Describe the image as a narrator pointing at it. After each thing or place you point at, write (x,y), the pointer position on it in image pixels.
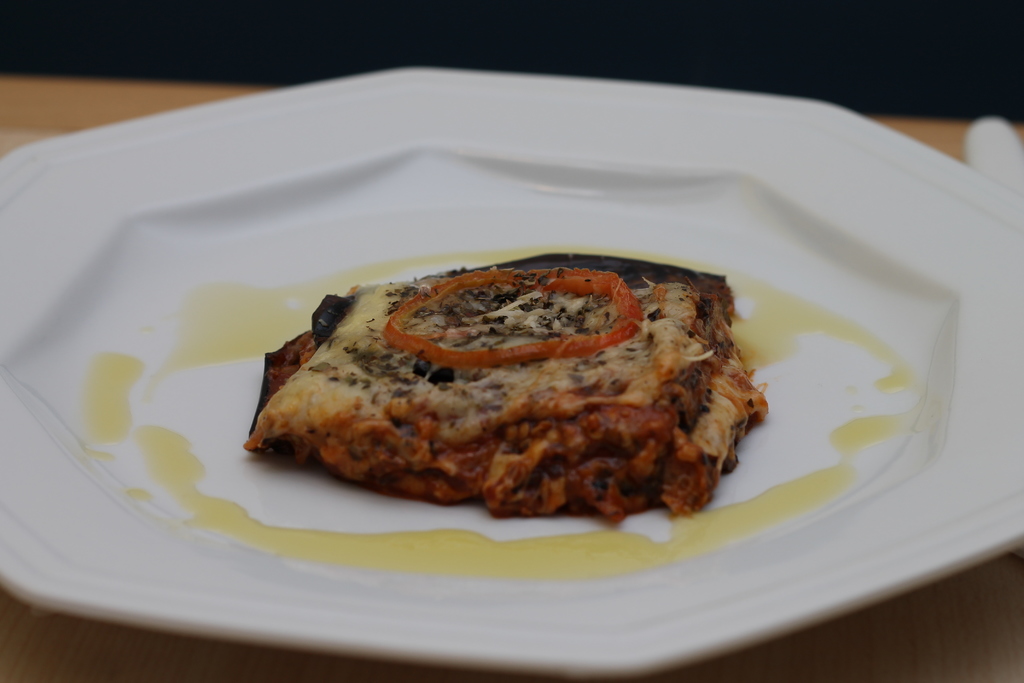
In this image, we can see a food item (433,346) in the plate (768,527), placed on the table (69,109).
